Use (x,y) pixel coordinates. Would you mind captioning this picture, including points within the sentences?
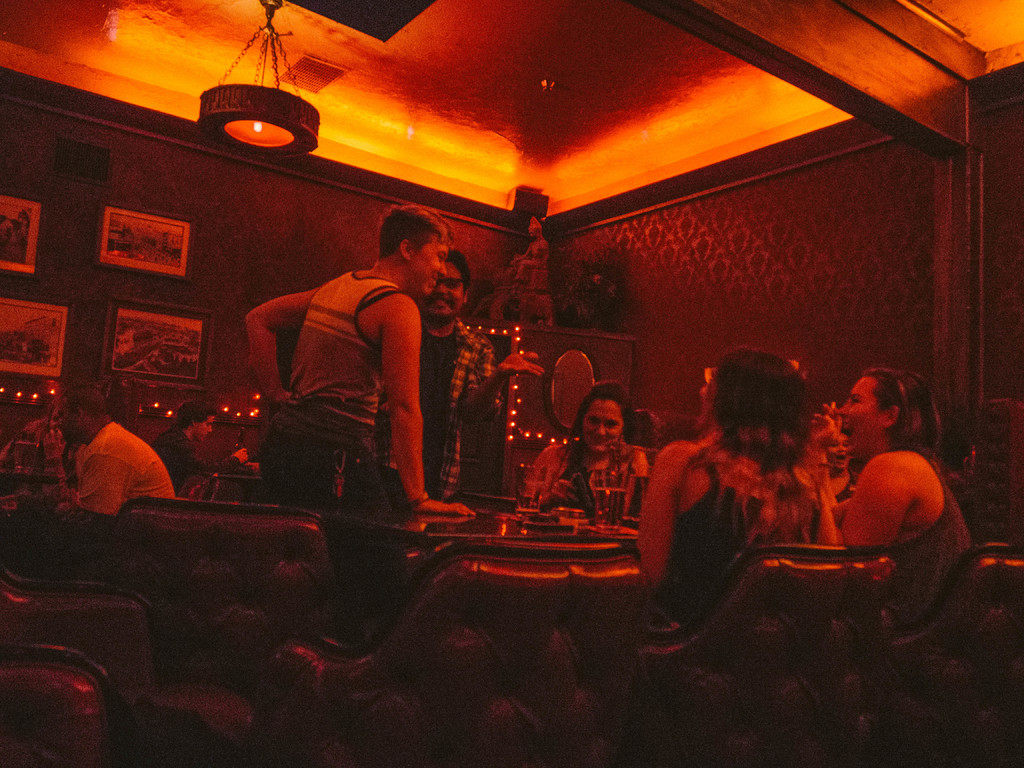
In this image we can see some people (328,475) sitting and standing in a room (226,214), there are photo frames (168,264) attached to the wall (226,199), there is a cupboard (552,340) and some object (537,286) on the cupboard (571,336), there are chairs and tables (572,527) and objects (607,510) on the table (601,532) and light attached to the roof (563,49).
